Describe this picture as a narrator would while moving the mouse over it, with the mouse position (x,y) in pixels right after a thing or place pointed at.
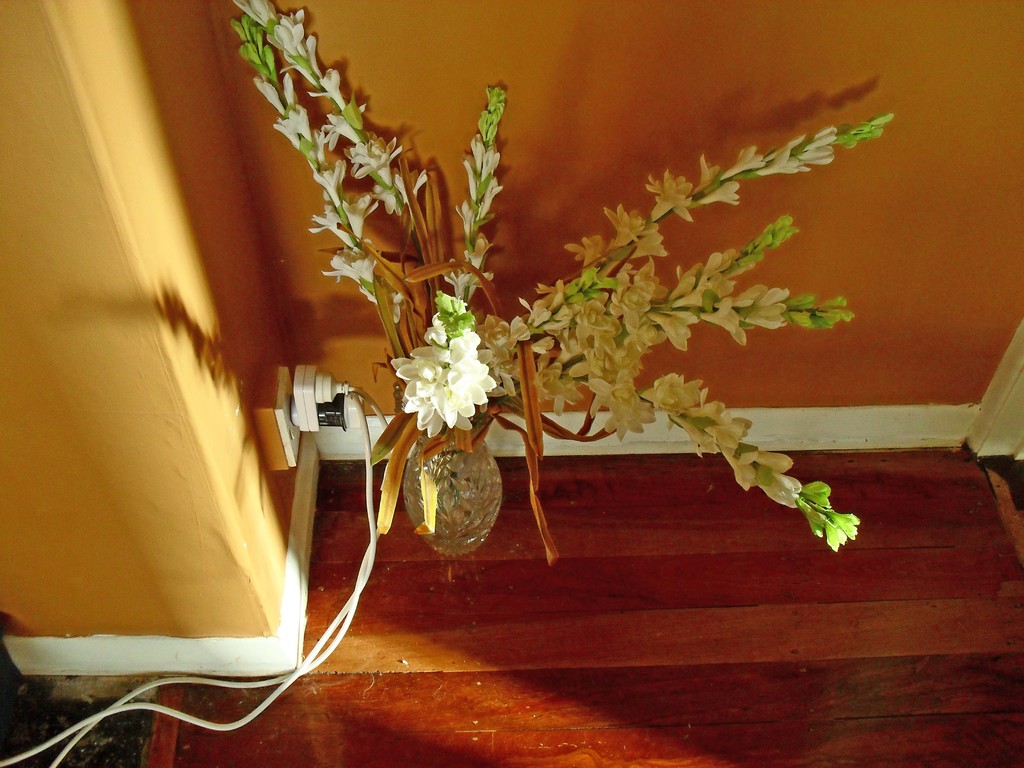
In this image we can see some flowers (645,278) in a vase (459,483) placed on the wooden surface (507,563). In the left side of the image (286,442) we can see a switchboard (286,442) with some cables (190,723). At the top of the image (550,224) we can see the wall (750,226).
